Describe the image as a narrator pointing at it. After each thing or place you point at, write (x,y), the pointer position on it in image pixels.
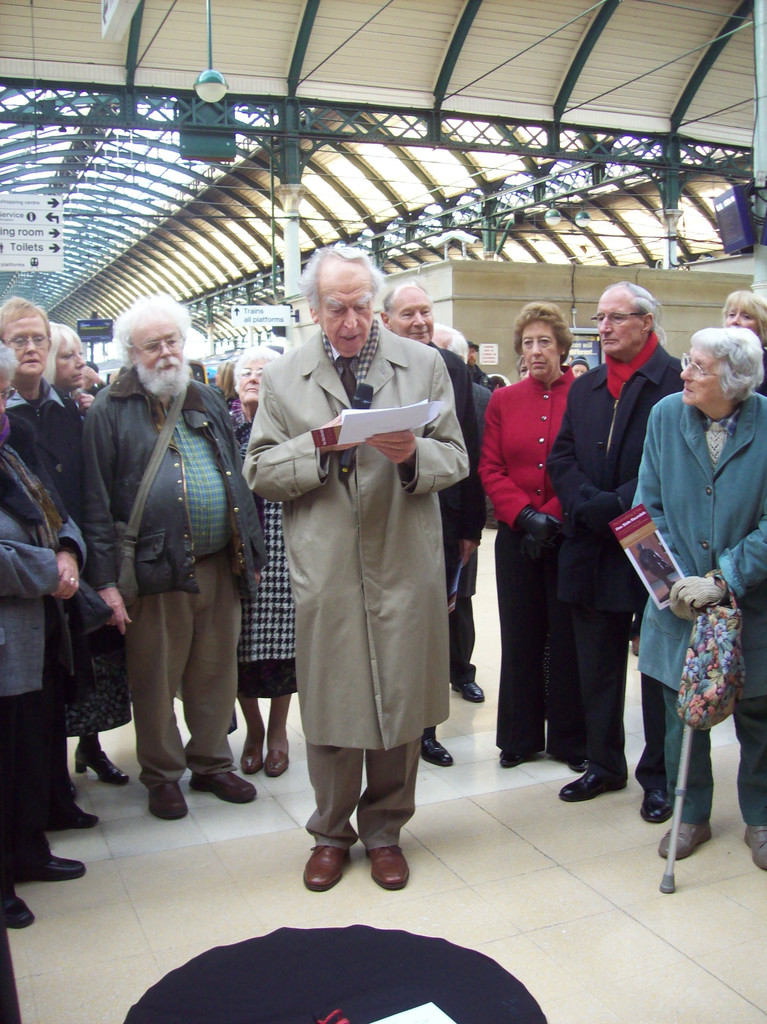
In this image I can see there are few persons (216,670) standing on the floor (414,823) and I can see a person (464,470) holding a paper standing in the middle (357,544) and I can see the roof (494,176) at the top (573,226).
